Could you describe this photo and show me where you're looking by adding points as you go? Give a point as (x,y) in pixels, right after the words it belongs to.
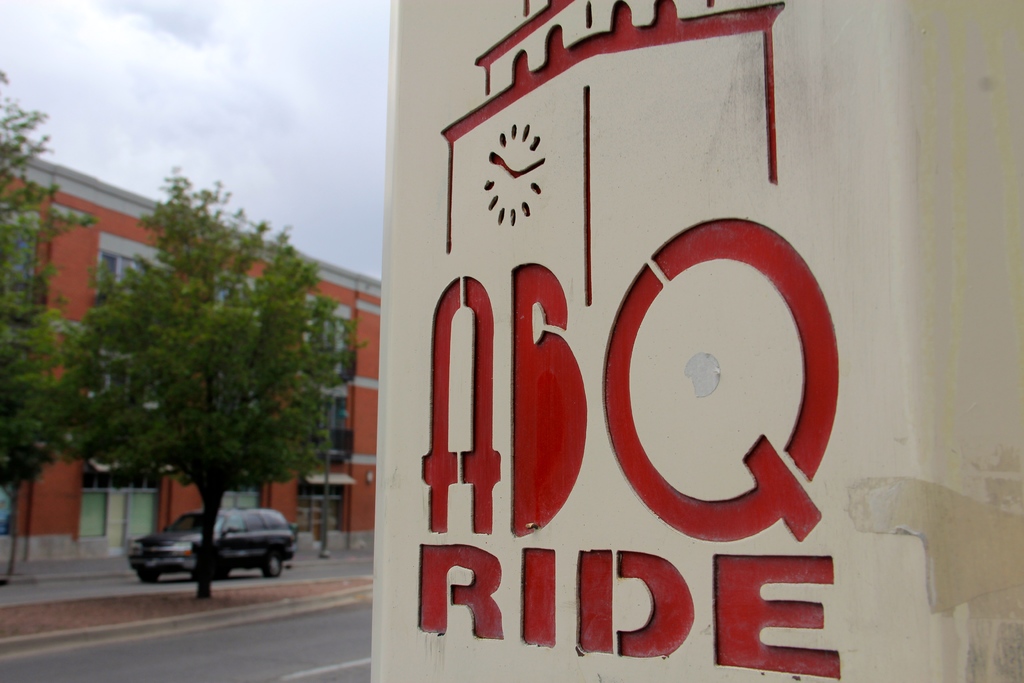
There is a wall (724,346) which has something written on it in red color and there are trees (95,383), building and a vehicle (182,526) in the left corner (130,452).
